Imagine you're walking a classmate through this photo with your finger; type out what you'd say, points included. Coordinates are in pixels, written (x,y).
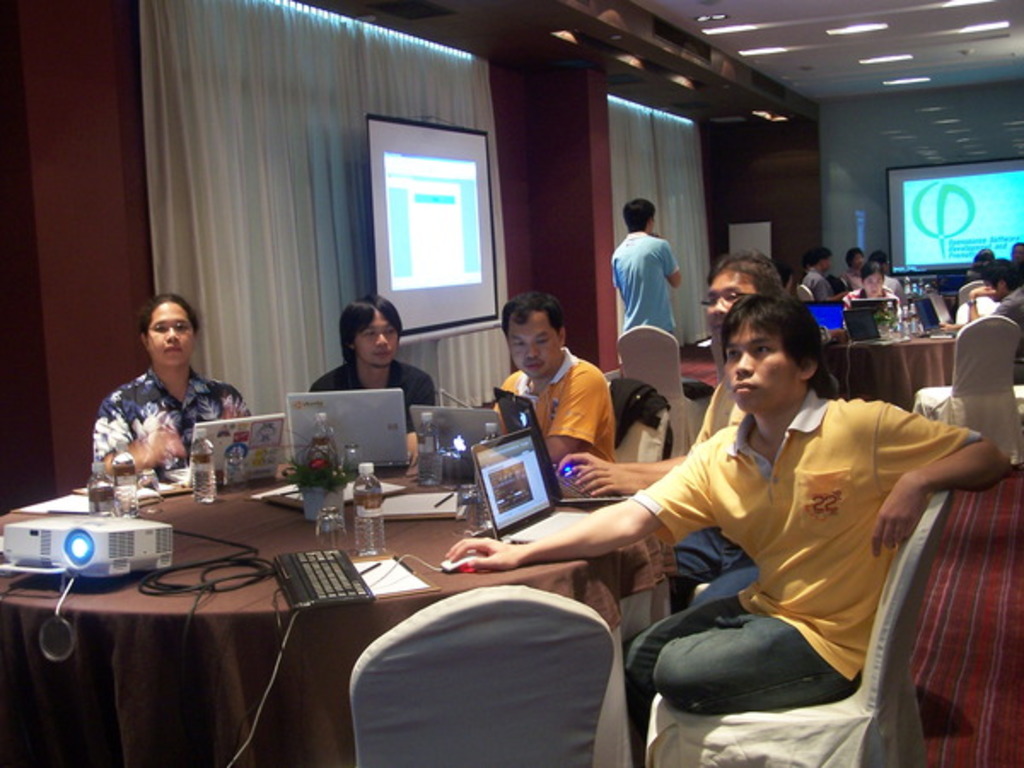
People (759,624) are sitting around the table (99,613) and working with their laptops (506,413). In the middle (413,342) there is a projected image (412,205) and a curtain (338,232).
